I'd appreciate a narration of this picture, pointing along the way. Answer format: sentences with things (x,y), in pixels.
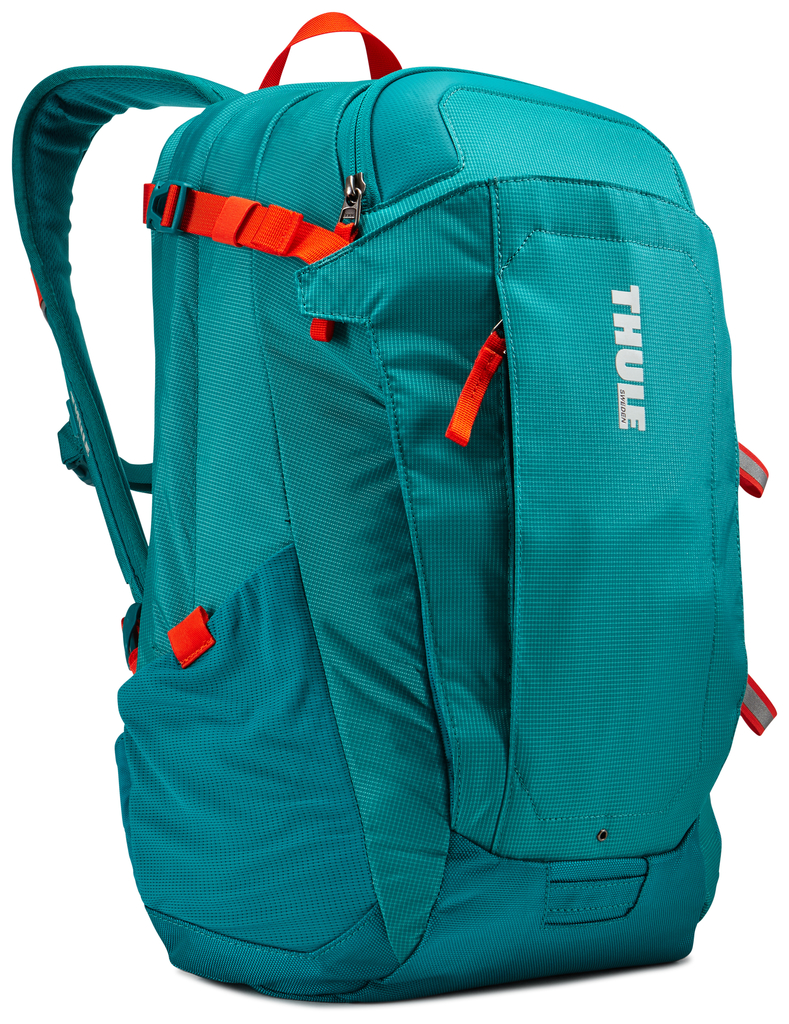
In this image there is bag (363,683) which is in blue color. The brand name is Thule.
